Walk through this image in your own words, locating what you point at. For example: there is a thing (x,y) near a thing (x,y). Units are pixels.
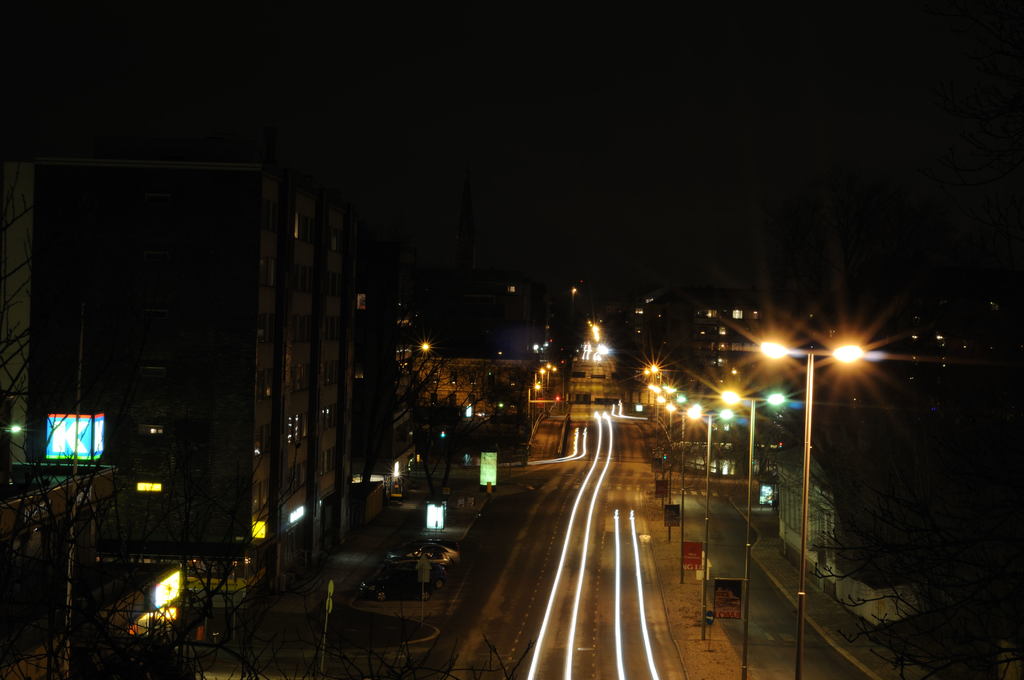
There is a road (632,602) on which, there are white color lines (590,472) near a divider (682,668) on which, there are lights (679,401) attached to the poles (683,414) and there are hoardings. Beside this road (636,540), there is another road (760,665) near a footpath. On the left side (254,562), there are hoardings (60,455), buildings (370,389) and trees (174,609). On the right side (891,409), there are buildings (722,368) and trees (972,661). And the background is dark in color.
